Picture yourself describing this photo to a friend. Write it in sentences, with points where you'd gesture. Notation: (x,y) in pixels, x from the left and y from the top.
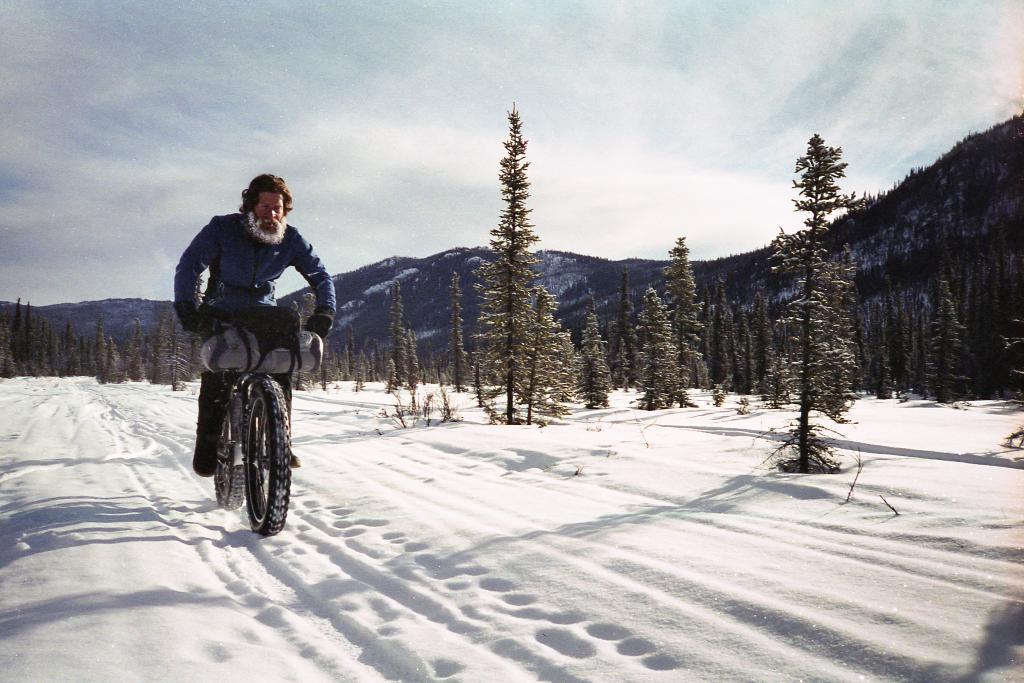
At the bottom of the image (438,499) there is snow (1001,483). In the middle of the image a man (269,176) is riding a bicycle (230,478). Behind him there are some trees (1018,282) and hills (958,313). At the top of the image (1003,2) there are some clouds (655,232) and sky (408,0).
